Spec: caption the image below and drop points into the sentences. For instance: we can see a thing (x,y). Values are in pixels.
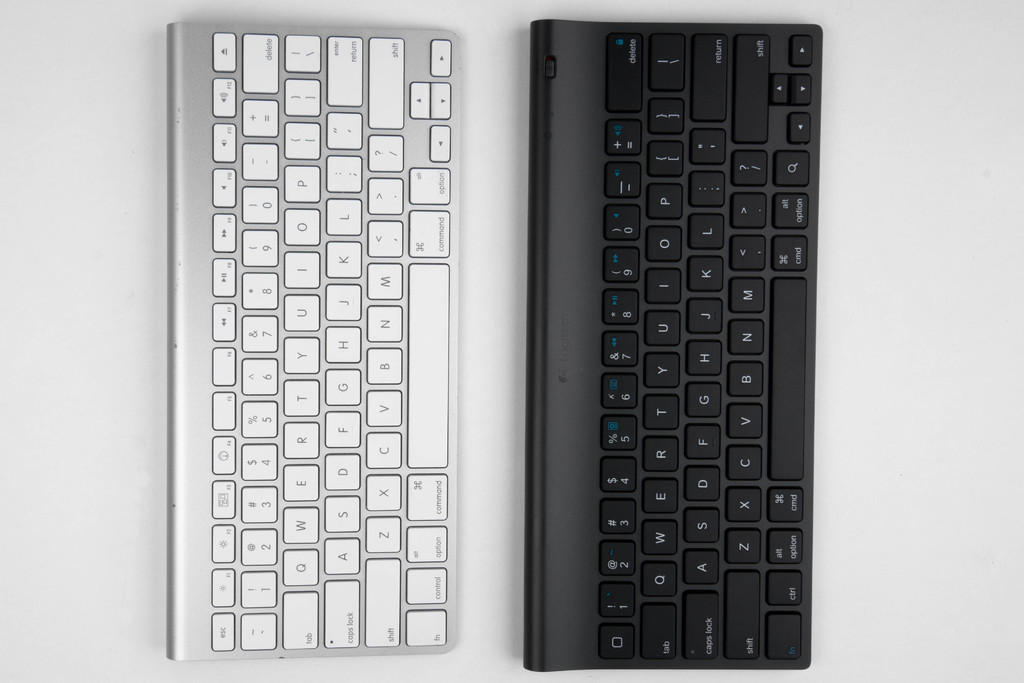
In this picture there are two keyboards (318,297) which are in white and black in color.
